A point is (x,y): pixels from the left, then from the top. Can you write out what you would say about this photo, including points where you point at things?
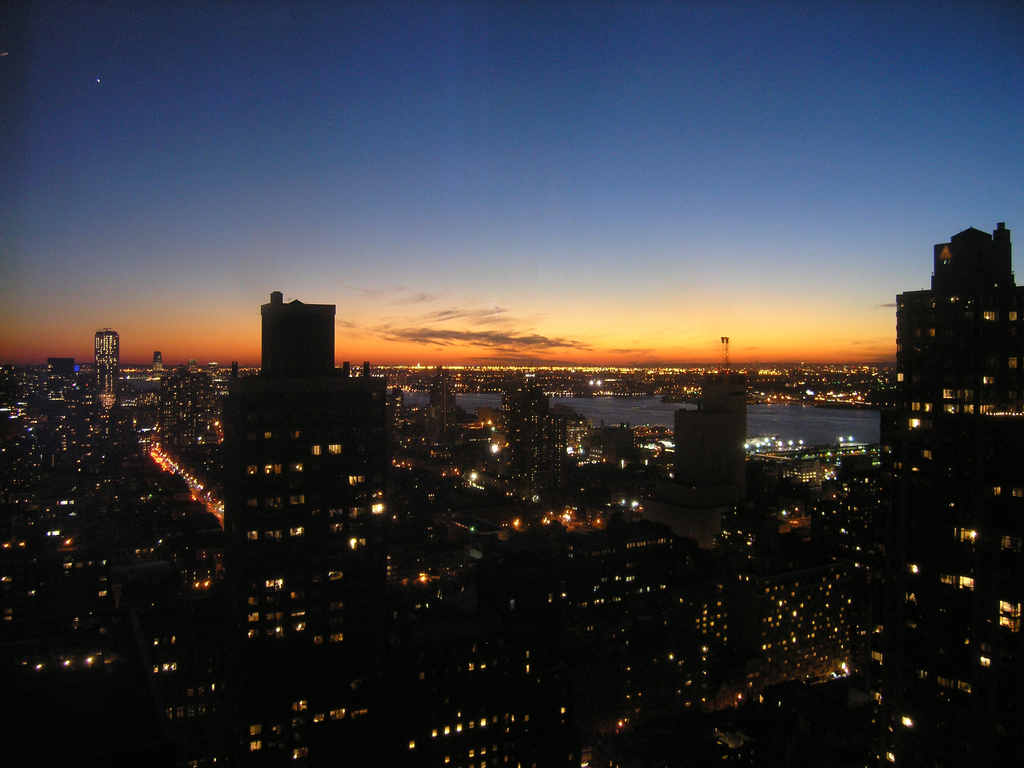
In this picture we can see the sky (605,204), buildings (898,624) and lights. In the middle portion of the picture (669,413) it seems like water (756,418).
